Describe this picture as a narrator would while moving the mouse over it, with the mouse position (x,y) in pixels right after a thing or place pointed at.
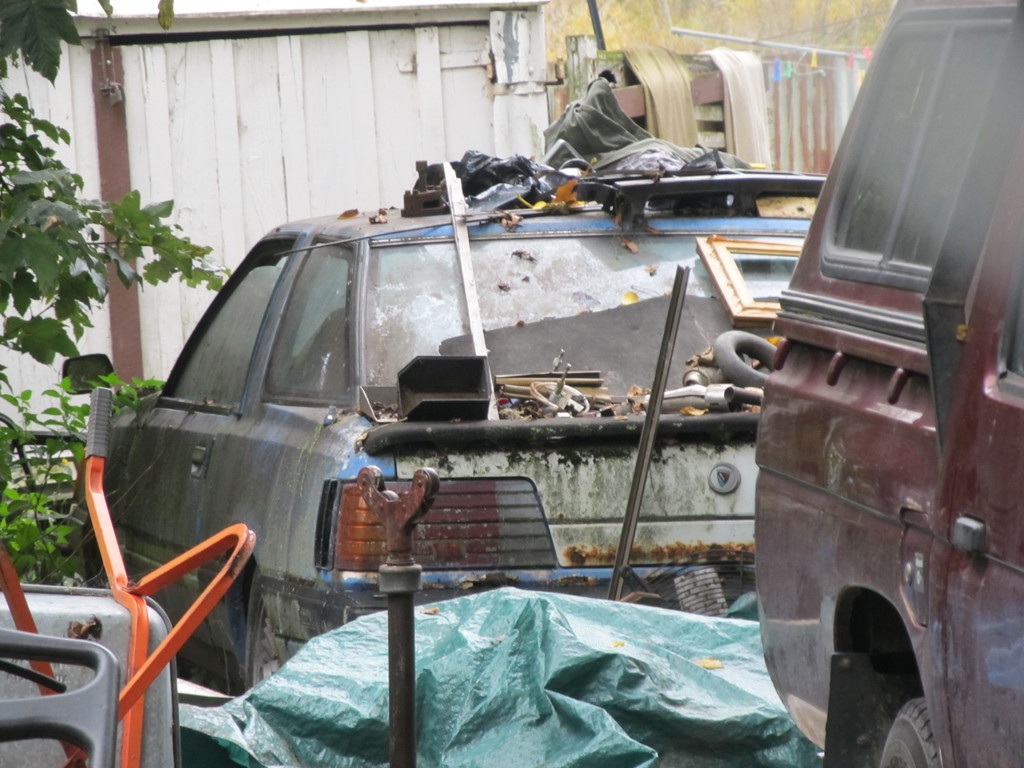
In this image I can see two vehicles (723,423), in front (859,437) the vehicle (848,454) is in red color. I can also see a cover (614,636) in green color, a pole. Background (18,208) I can see few trees (71,227) in green color and shade (301,130) in white color.
